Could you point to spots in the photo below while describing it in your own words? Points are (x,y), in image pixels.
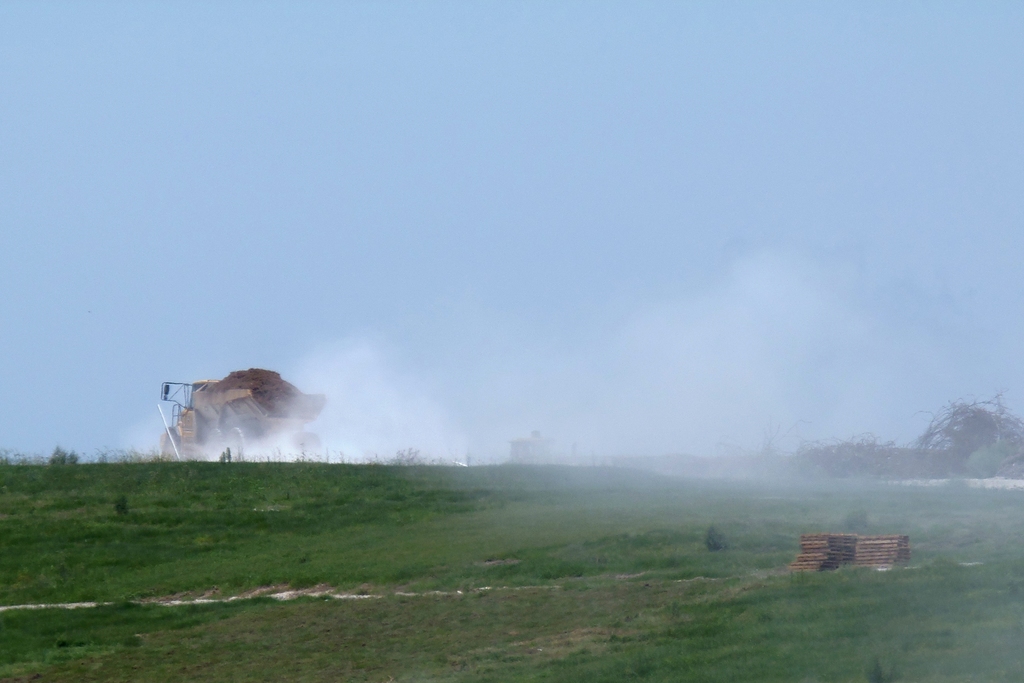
In this picture we can see grass (393,550) and objects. In the background of the image (676,459) we can see vehicle (233,422), smoke (624,441), plants (963,459) and sky (448,239).
